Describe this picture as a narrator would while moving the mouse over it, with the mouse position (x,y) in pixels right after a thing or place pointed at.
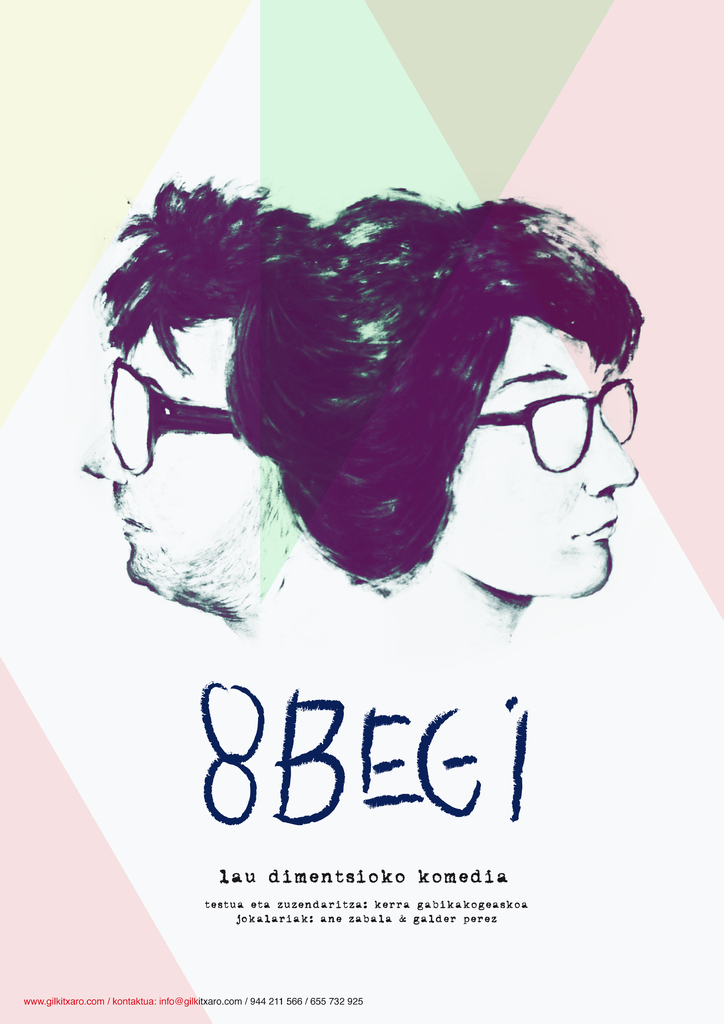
In this image I can see the colorful paper (217,292). On the paper (289,555) I can see two people (326,545) with the specs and something is written on it.
